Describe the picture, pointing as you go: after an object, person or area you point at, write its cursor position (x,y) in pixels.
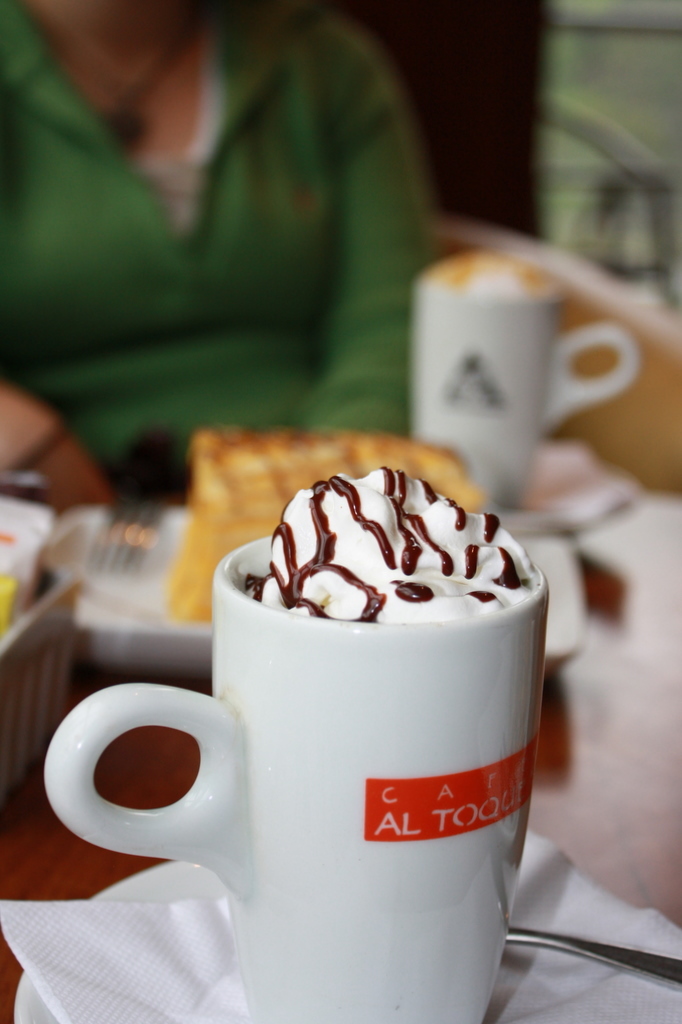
In this picture there is a person (168,52) sitting. In the foreground (400,604) there are cups (426,745) and there is a plate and bowl (18,611) and there are saucers (595,533) on the table (586,749) and there is food (235,467) on the plate (148,536) and in the cups (394,651) and there is a fork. At the back (673,388) there is a chair (582,304).
